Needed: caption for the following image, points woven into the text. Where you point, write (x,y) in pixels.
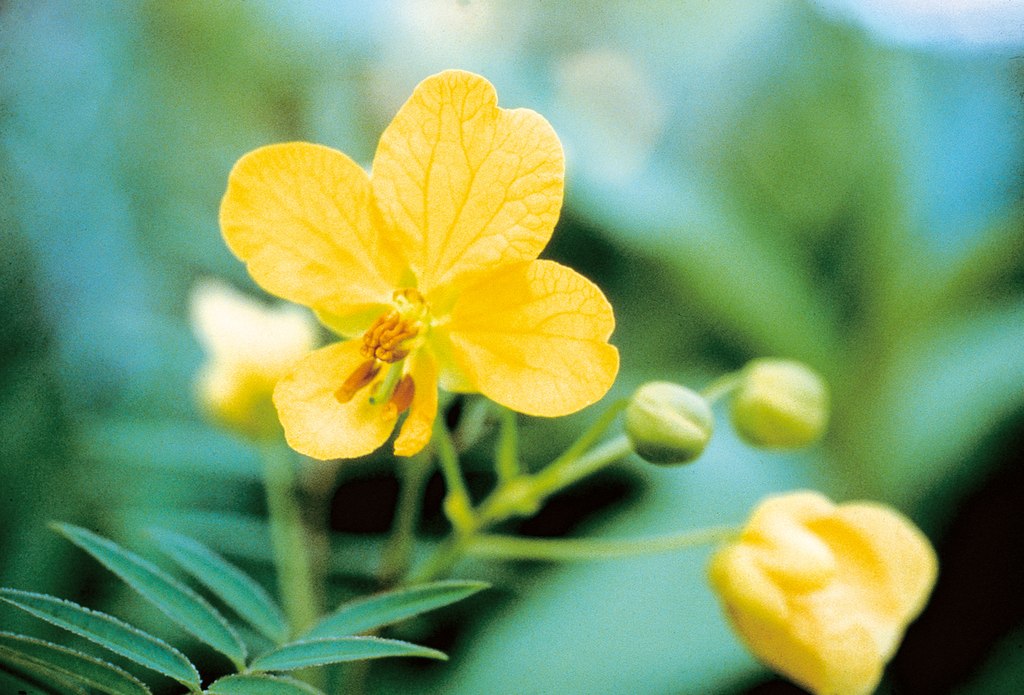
In the picture we can see a plant (501,543) with some flowers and flower buds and the flowers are yellow in color and behind it also we can see some plants (392,586) which are not clearly visible.
